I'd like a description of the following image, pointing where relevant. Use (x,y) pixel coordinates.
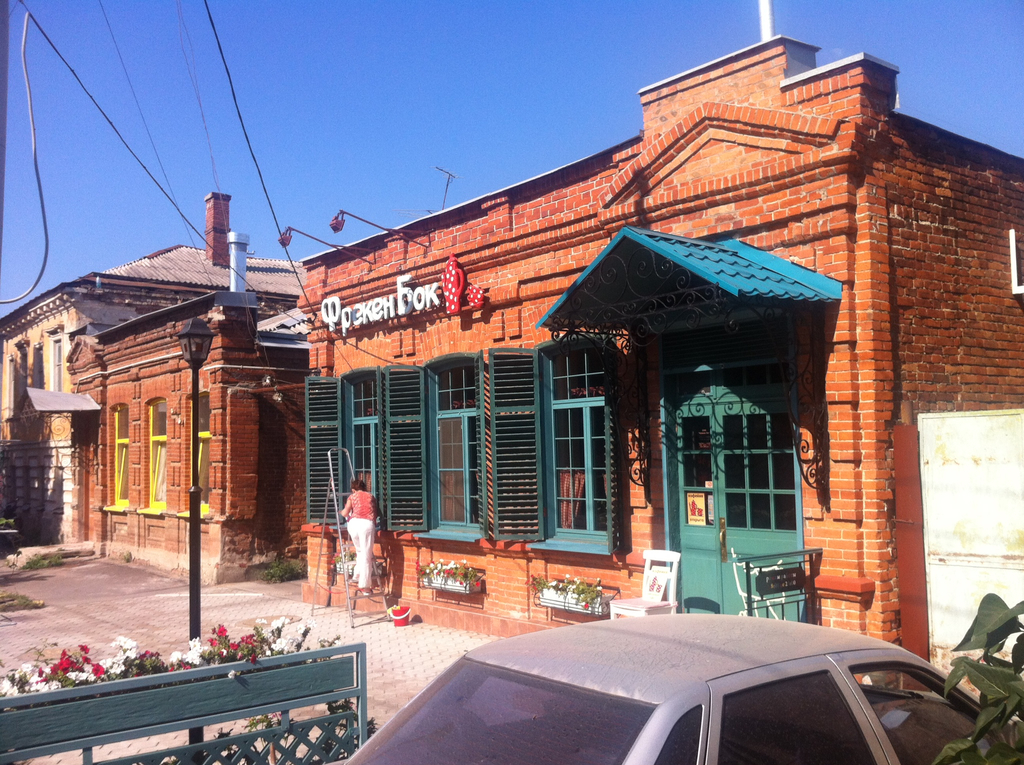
There is a car (618,696), it seems like a boundary (217,682) and flowers (286,646) in the foreground area of the image (150,684), there are houses (544,460), plants (471,571), a person (375,519), wires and the sky (232,224) in the background (361,158).
